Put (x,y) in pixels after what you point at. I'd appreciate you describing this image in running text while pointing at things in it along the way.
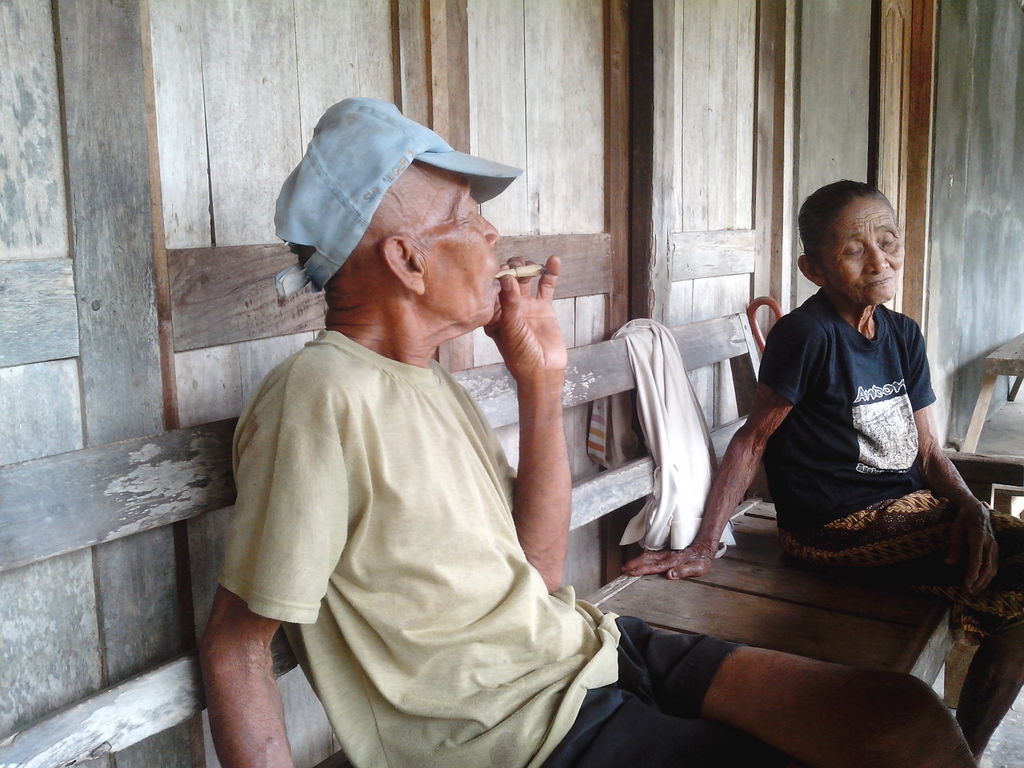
In the center of the image (470,449) we can see a man (418,587) sitting on the bench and holding a cigar (532,272), next to him there is a lady (898,488) sitting. In the background (685,314) there is a wall (673,216) and we can see a cloth (656,415).
